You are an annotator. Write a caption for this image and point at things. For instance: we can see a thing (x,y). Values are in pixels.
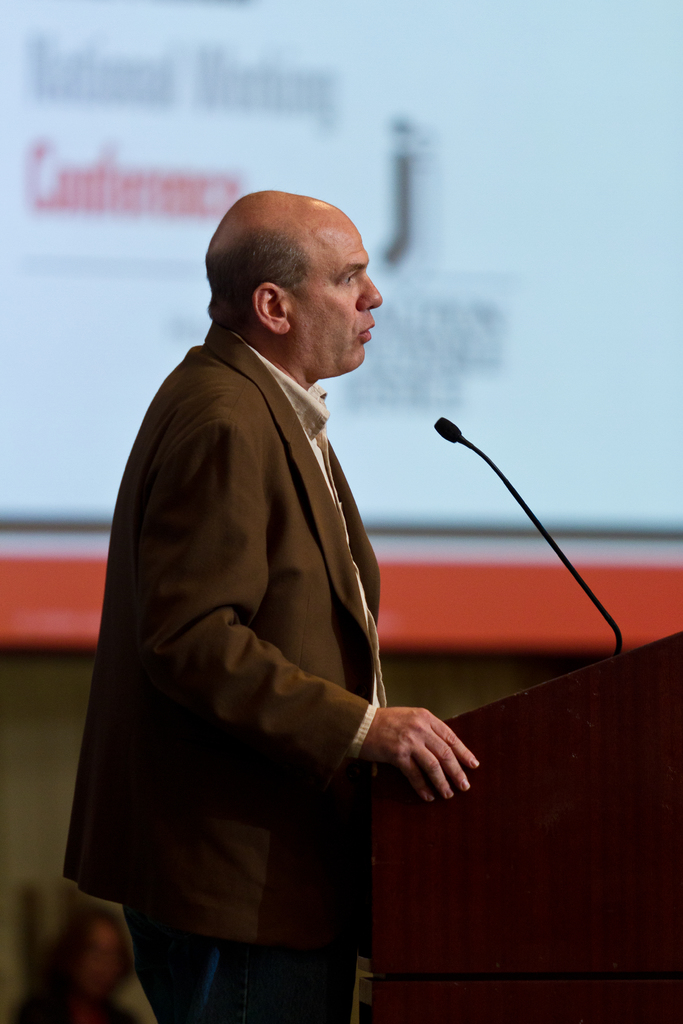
In this picture there is a man (270,216) who is wearing suit (247,534) and he is standing near to the speech desk (652,818) and mic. In the background (544,597) we can see the projector screen (446,545) near to the wall (450,684). In the bottom left corner (79,910) there is a woman (124,950) who is standing near to the wall (24,937).
